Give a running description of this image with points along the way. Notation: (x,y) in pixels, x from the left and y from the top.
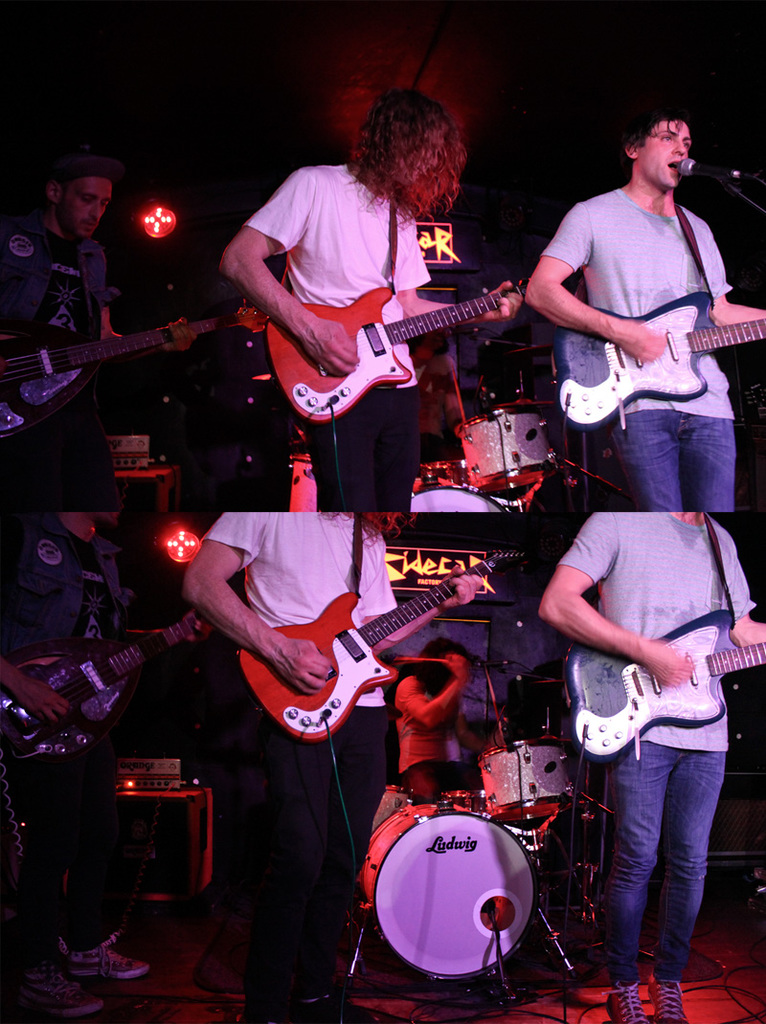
This is a collage image, in this image there are two pictures, in both the picture there are people (277,643) playing musical instruments (619,378).
